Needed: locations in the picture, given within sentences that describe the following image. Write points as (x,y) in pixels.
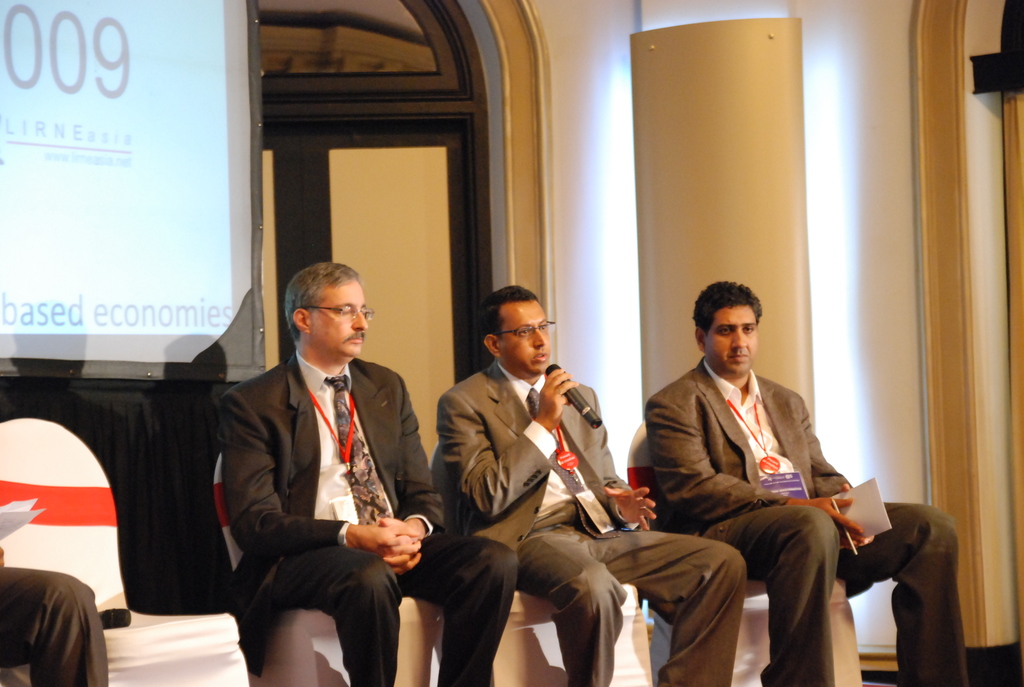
This picture might be clicked in a conference hall (434,303). Here, we see three people (612,469) sitting on the chairs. The man (512,539) in the middle of the picture (504,416) wearing a grey blazer (507,508) is holding a microphone (583,416) in his hand (552,406) and he is talking on the microphone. Beside him, we see a man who is holding a paper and pen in his hand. Behind them, we see a projector screen (142,151) with some text (106,54) displayed on it. Beside that, we see a door (384,153) and beside the door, we see a white wall (826,448).
